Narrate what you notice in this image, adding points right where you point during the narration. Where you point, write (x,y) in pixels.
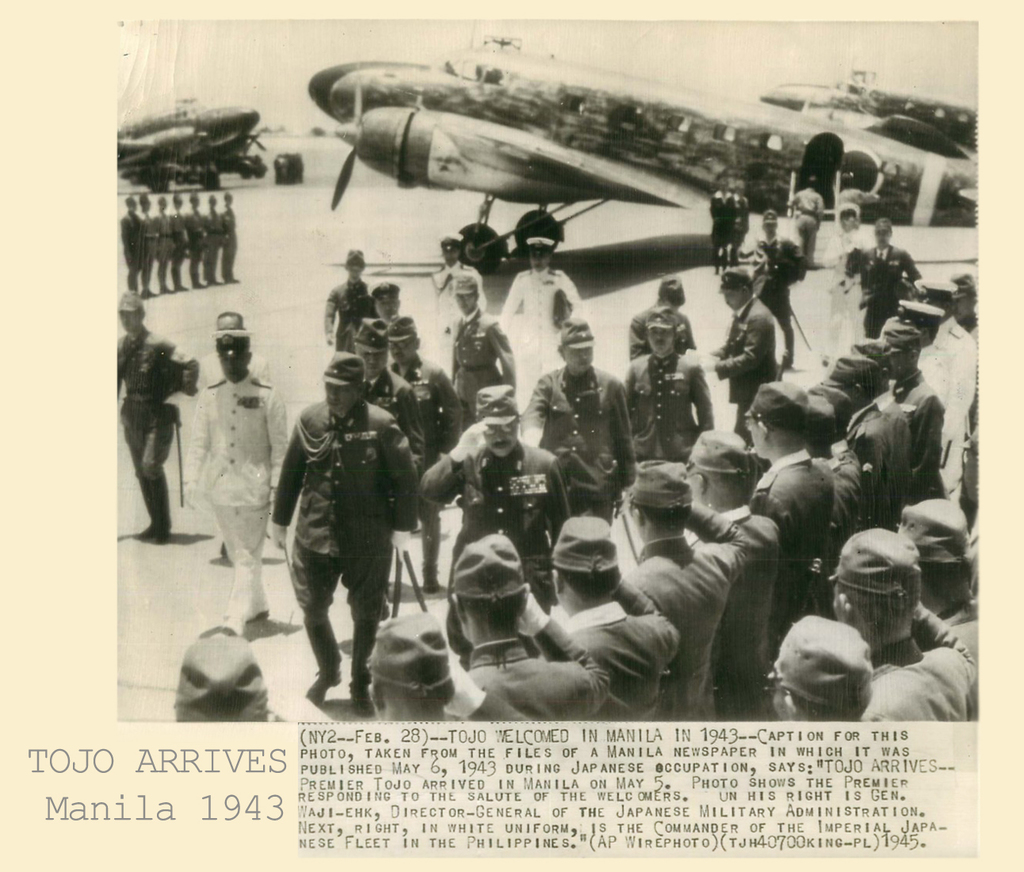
In the foreground (476,344) I can see a crowd (576,433) on the ground (307,301). On the top (656,160) I can see an aircraft (628,162). This image is taken during a day on the airfield (410,580).
